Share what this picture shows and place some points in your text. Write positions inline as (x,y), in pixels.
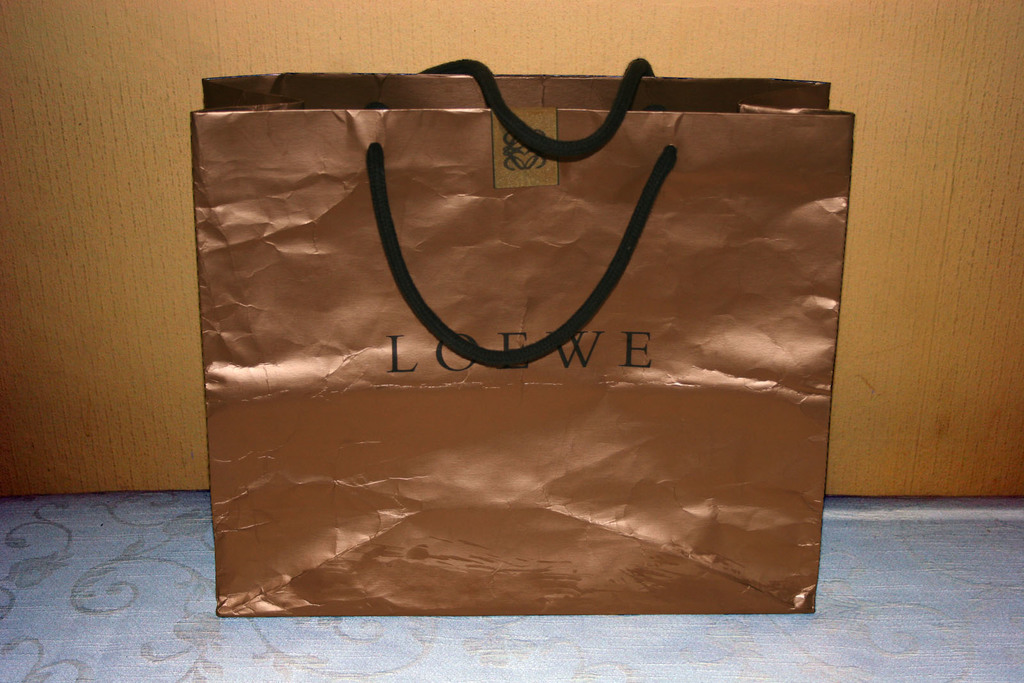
In this image I can see a bag (530,382).
